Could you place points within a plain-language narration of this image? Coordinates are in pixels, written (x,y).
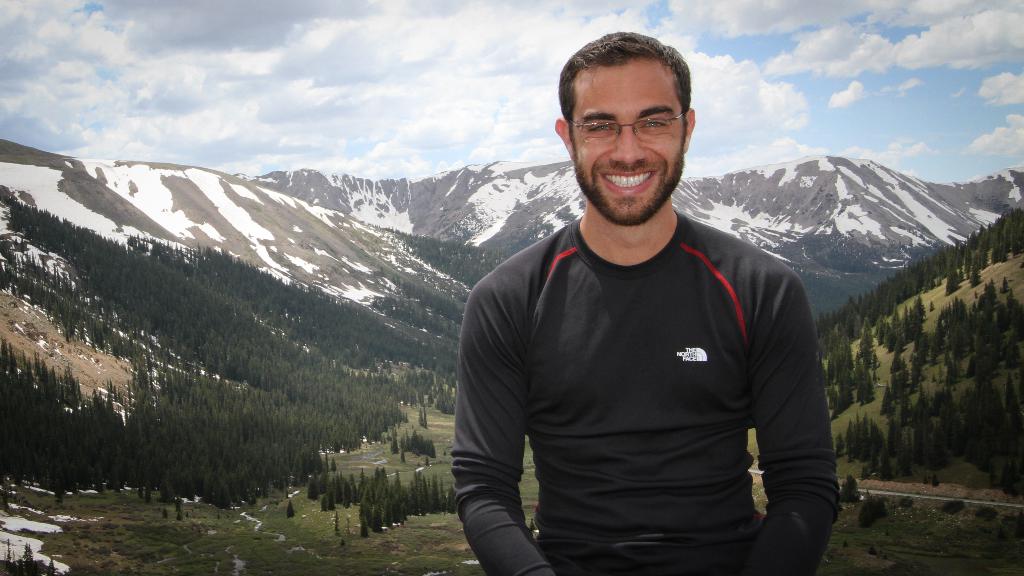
In this image we can see a man (618,359) is smiling. He is wearing black color t-shirt (632,442). Behind mountains (495,228), trees (1008,338) and grasslands (302,538) are present. The sky (828,82) is in blue color with clouds (404,76).
